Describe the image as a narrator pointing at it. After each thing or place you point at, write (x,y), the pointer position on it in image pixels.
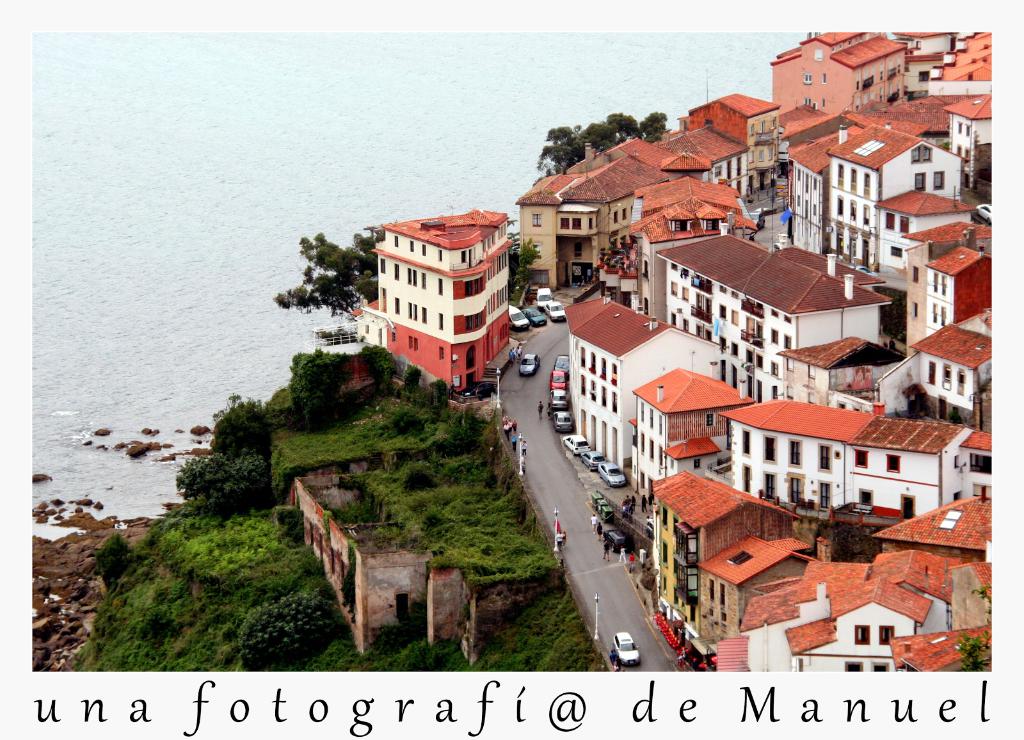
On the right side of the image (968,64) we can see some buildings (629,230) and vehicles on the road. In the bottom left corner of the image (179,667) we can see some trees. At the top of the image (417,184) we can see water (92,94).
